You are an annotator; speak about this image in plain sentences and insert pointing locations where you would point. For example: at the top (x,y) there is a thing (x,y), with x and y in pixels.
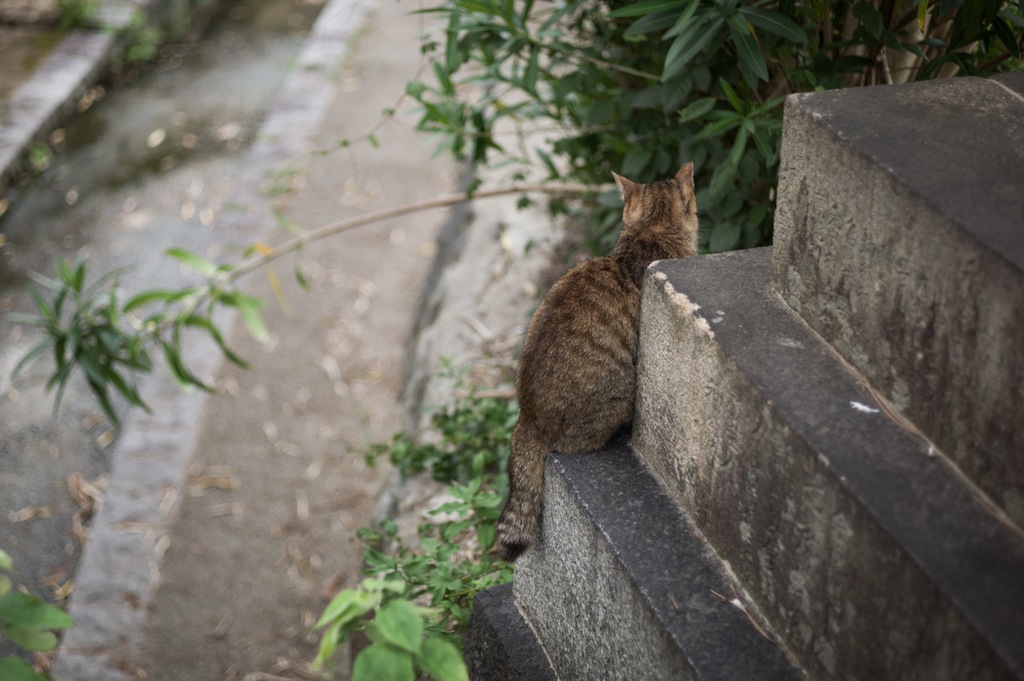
In this image we can see the cat (662,258) which is sitting on the surface (643,287) of the stairs (813,166). And we can see the plants (694,25).
